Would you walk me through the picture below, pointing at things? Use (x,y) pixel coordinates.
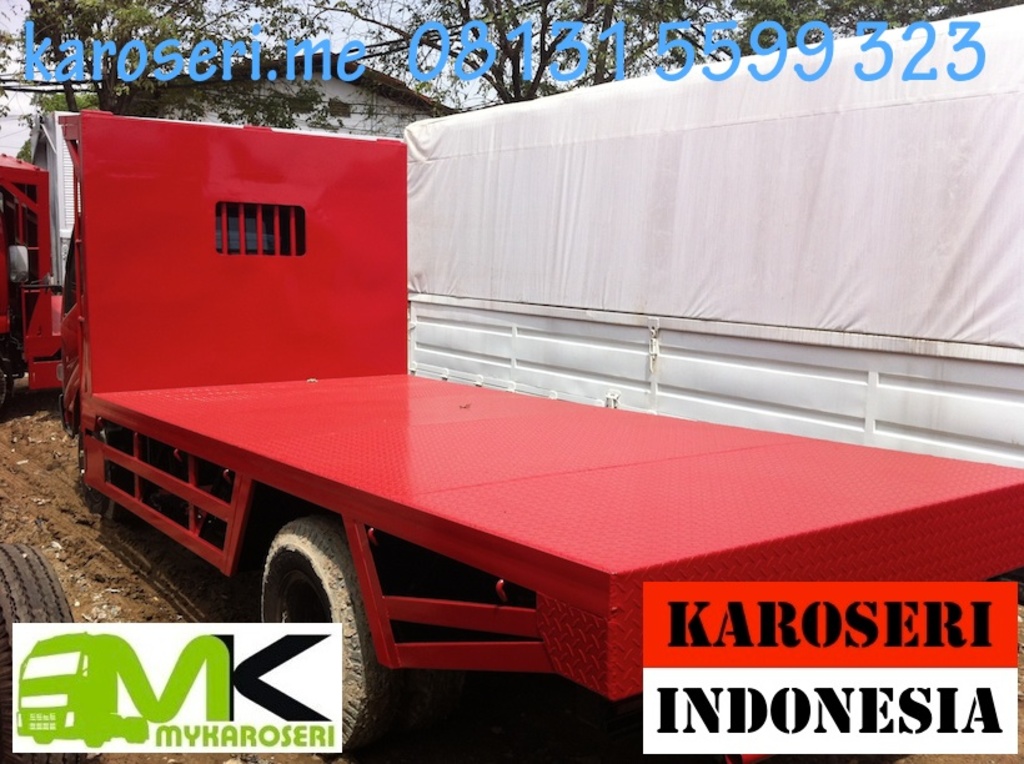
In this image there are truck (723,264) in the background (116,57) there trees (103,61) and house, at the top (765,45) there is text (965,45), at the bottom (317,628) there is text (148,708).
